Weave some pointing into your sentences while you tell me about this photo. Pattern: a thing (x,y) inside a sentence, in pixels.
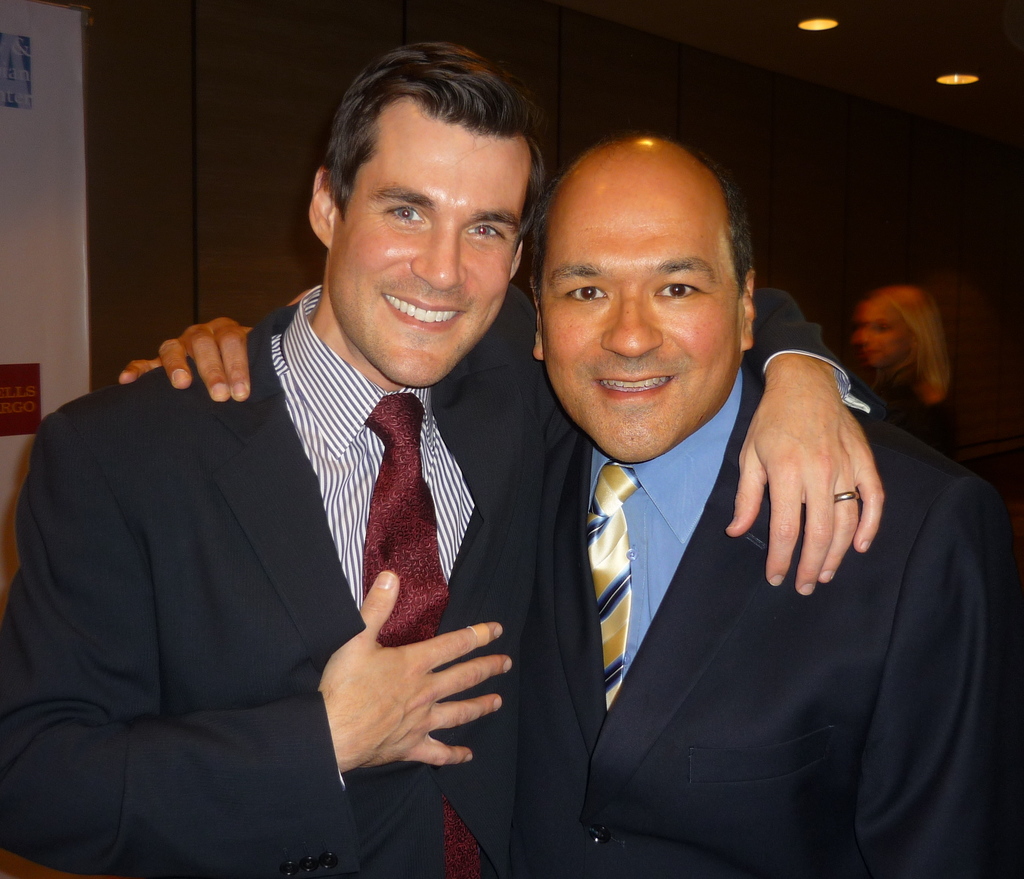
Front these two people (493,762) are smiling. Background (378,23) we can see ceiling lights (949,80), person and wall (117,185). On that wall (100,188) there are boards (27,328).
